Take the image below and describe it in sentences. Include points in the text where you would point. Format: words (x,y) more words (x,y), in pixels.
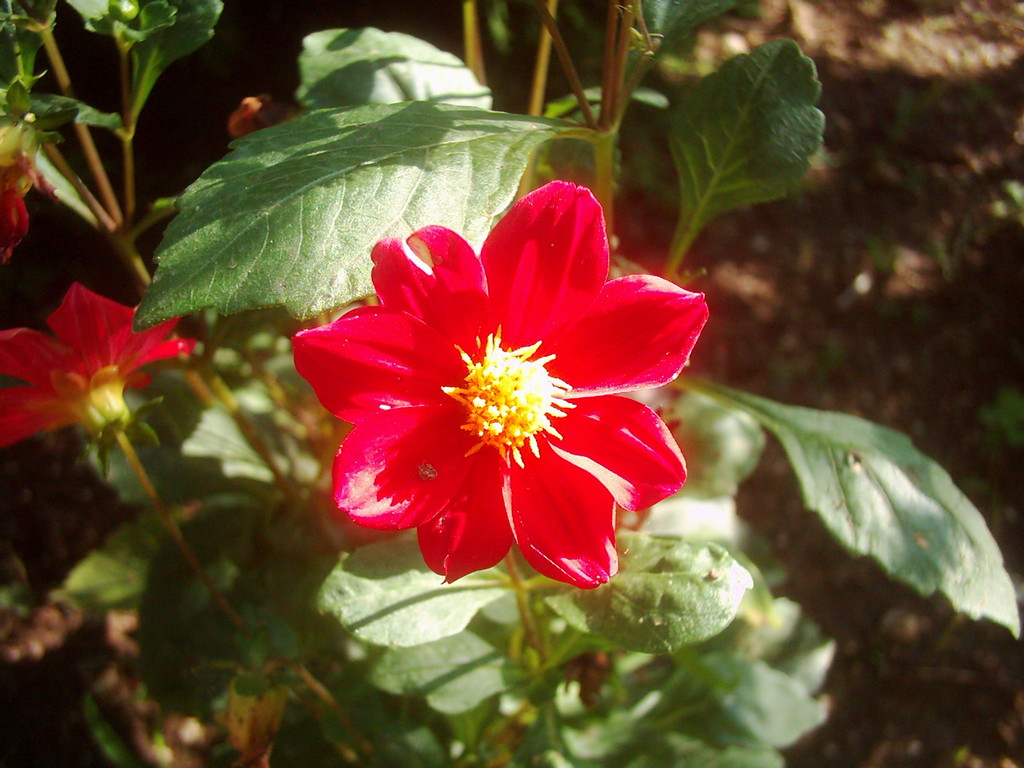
In this image there are plants (481,743) and we can see flowers (500,396) which are in red color.
